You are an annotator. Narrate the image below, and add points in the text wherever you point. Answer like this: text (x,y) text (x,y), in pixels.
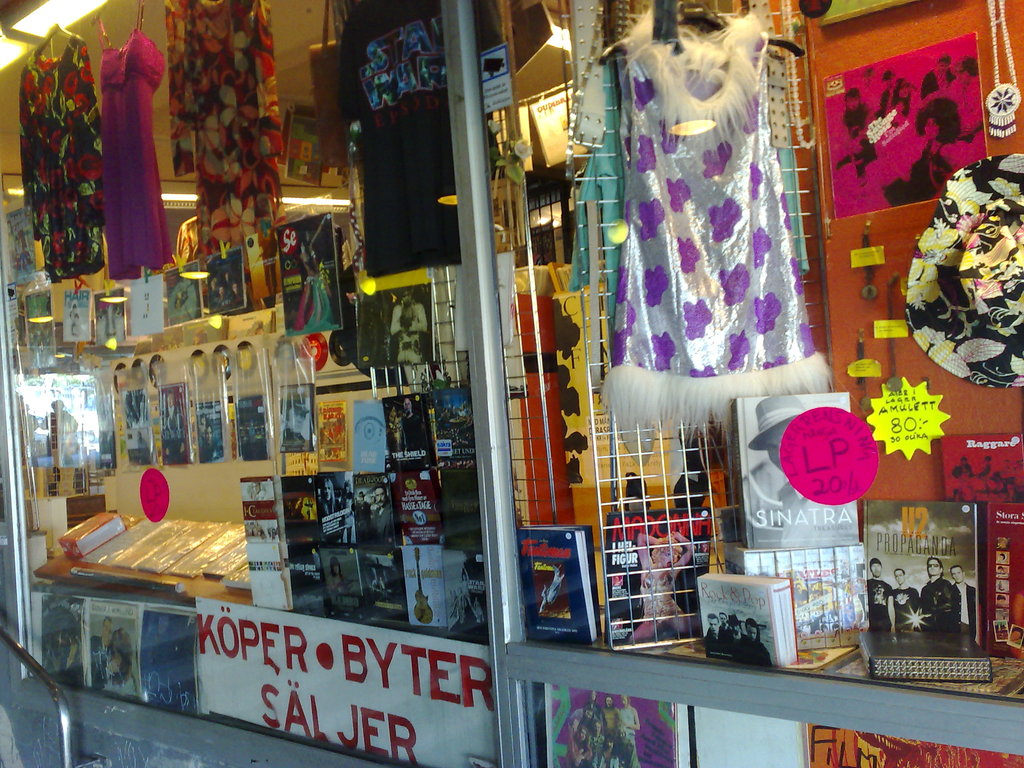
In this picture we can see a store (440,644), there are some clothes (407,143), books (612,590), packets (242,356), a cap (987,288) and some other things (153,511) present in this store (525,335), we can see some text (325,653) here, there is a light (34,20) at the left top of the picture (72,20).
